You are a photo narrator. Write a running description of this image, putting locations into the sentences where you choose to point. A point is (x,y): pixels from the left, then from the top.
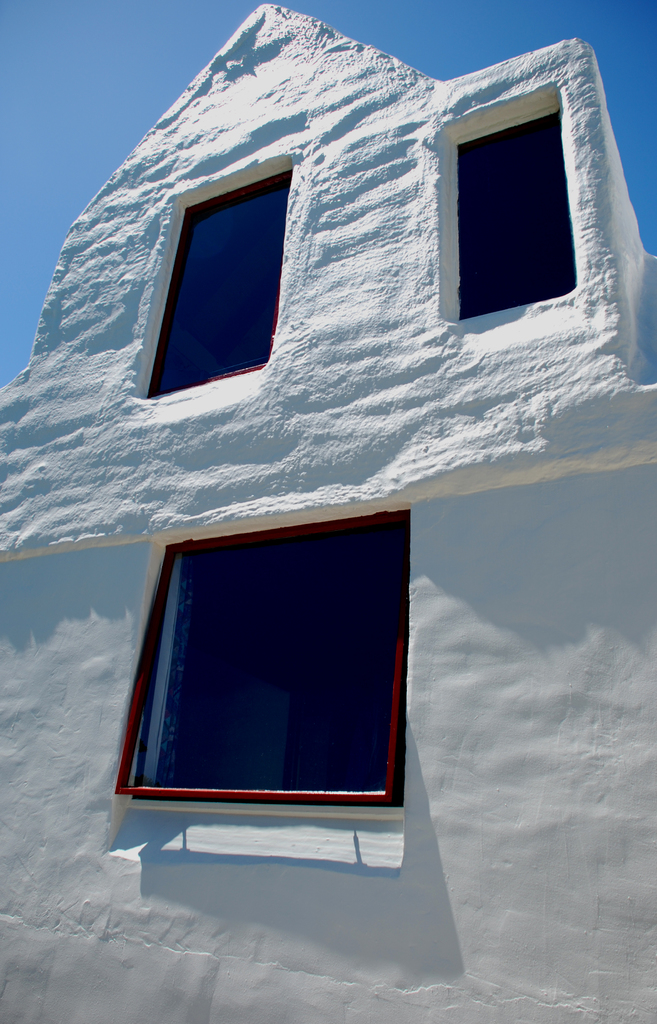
In the foreground of this image (190,384), there is a building (282,564) and three windows (279,282) to it. On the top (110,47), there is the sky (97,49).
